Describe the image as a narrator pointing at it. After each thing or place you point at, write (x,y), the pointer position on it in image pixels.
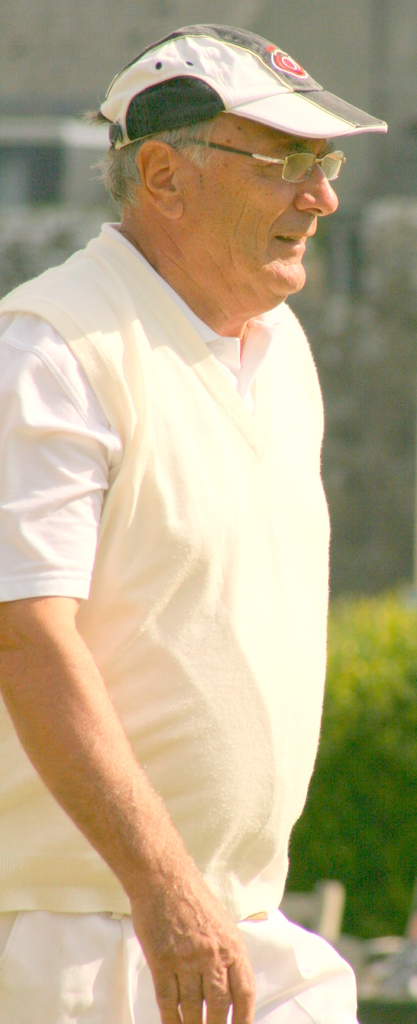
In this image, we can see an old man (157,395), he is wearing a hat (201,84) and specs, in the background (379,793) there is a green color plant (351,757).
